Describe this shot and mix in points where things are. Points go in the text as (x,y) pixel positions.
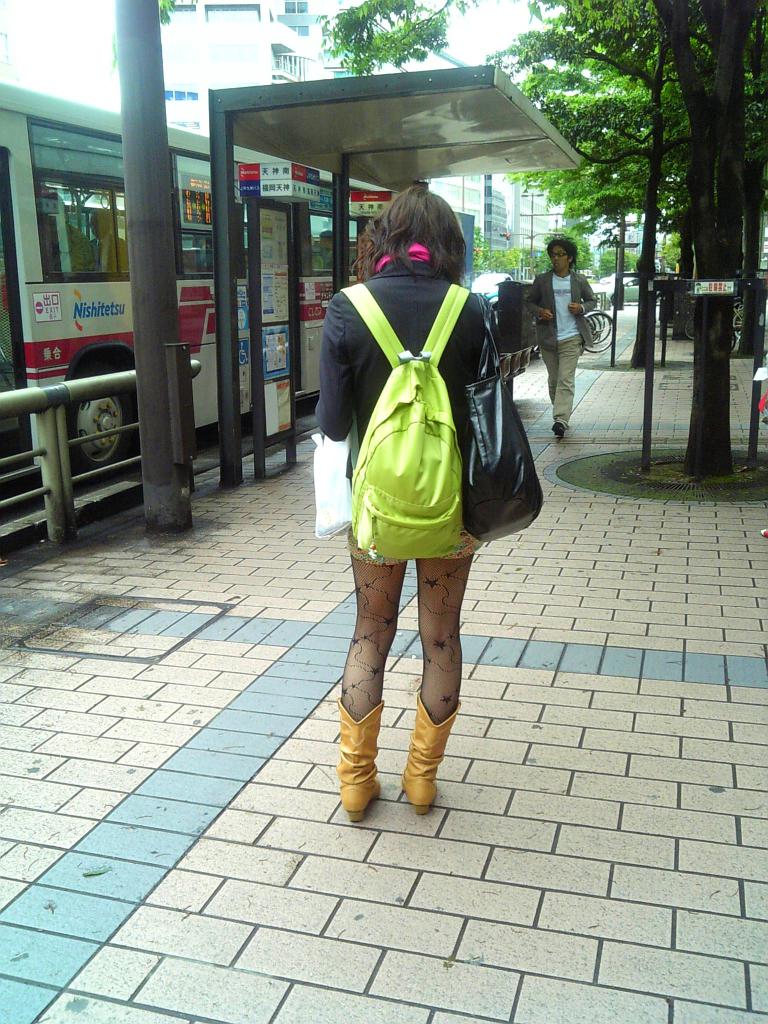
In the picture I can see a person (547,342) is walking and a woman (417,235) is standing on the ground (498,632). The woman (336,422) is carrying bags (386,556). In the background (294,462) I can see a bus (206,418) on the road (312,410), poles (227,409), trees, buildings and some other objects (486,131).
